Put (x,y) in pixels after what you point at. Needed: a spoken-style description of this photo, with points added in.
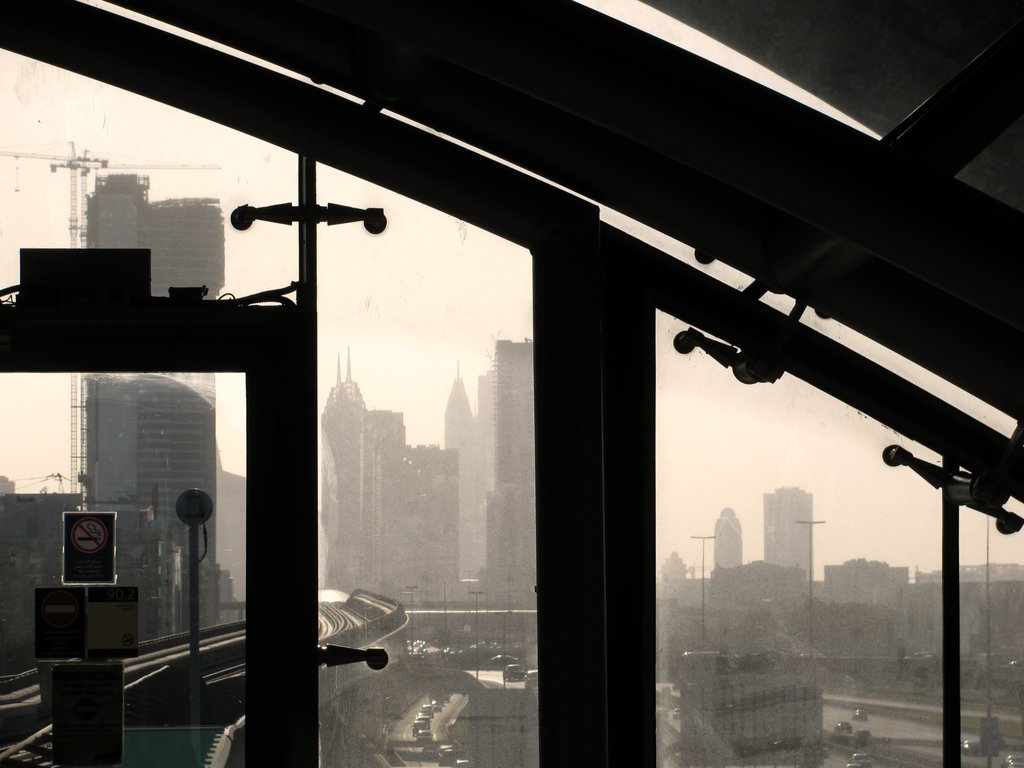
In this picture we can see poster (112,751) and glass (505,467), through this glass (496,445) we can see poles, board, buildings (190,459), vehicles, crane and sky (792,439).
